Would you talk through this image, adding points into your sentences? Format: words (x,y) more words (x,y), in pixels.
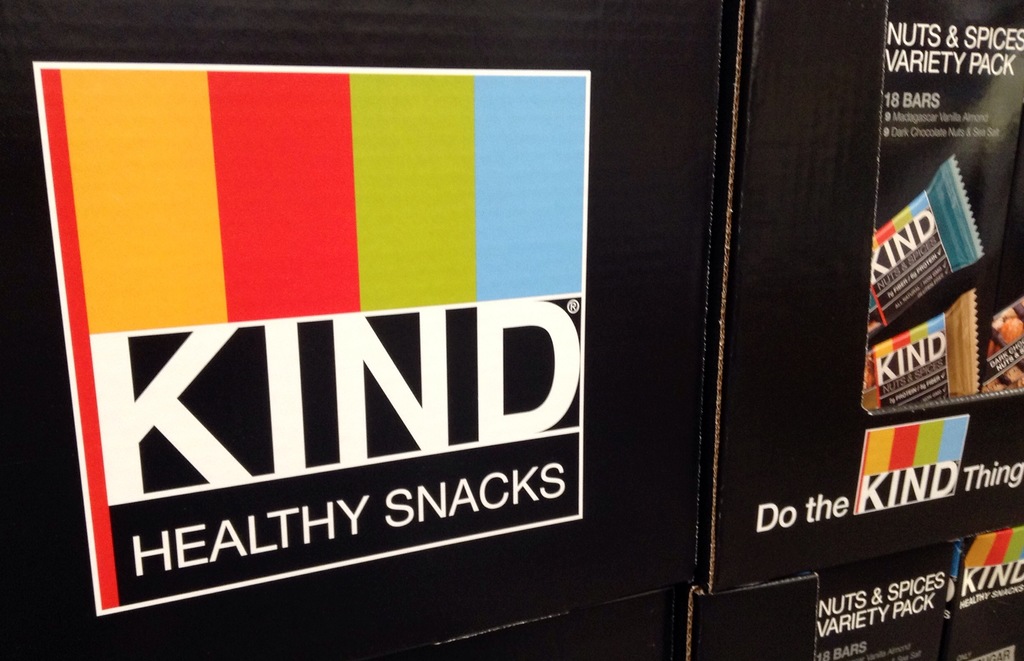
In this image, we can see snacks boxes (387,448).
